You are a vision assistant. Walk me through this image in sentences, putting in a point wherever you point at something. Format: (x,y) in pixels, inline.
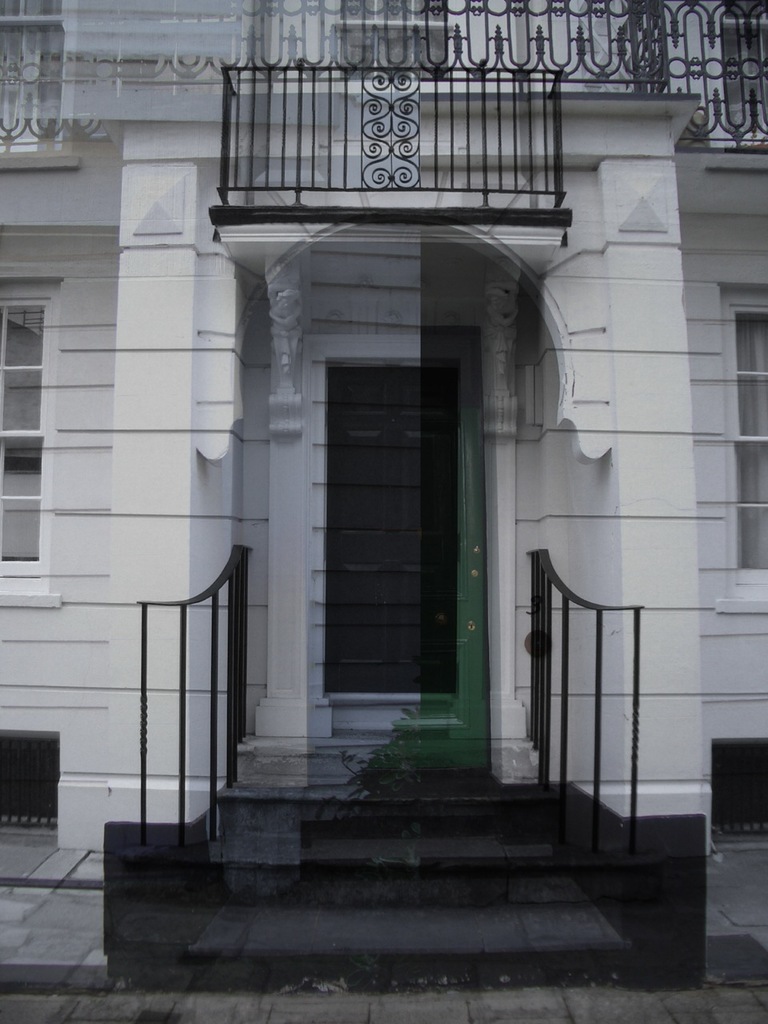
In this image I can see a building (184,561). In front of the building (172,761) there are stairs (394,869) and on the both sides I can see the handrails (183,762). At the top (365,56), I can see the railings (321,62).
